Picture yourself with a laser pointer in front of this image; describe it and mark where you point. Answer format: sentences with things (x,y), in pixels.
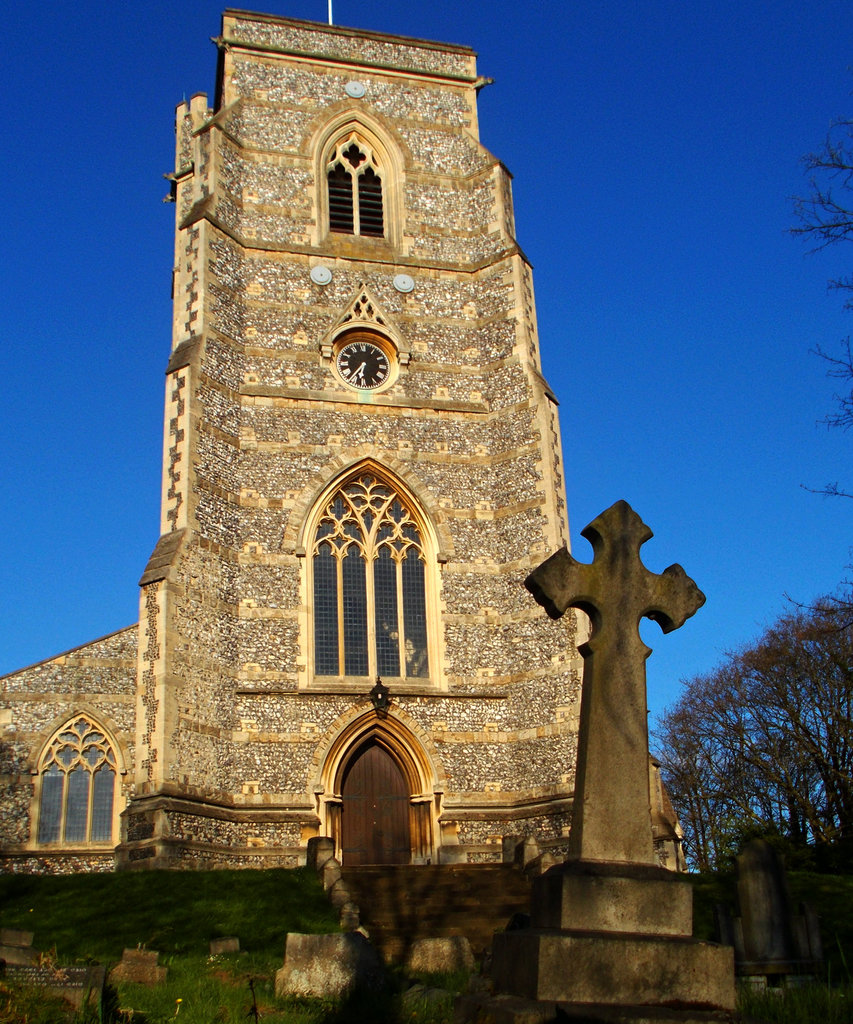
In this picture we can see a church (295,629) here, in the front (631,853) we can see Christianity symbol (618,834), there is a clock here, on the right side (662,760) we can see trees (763,743), there is sky (624,293) at the top of the picture (622,290).
